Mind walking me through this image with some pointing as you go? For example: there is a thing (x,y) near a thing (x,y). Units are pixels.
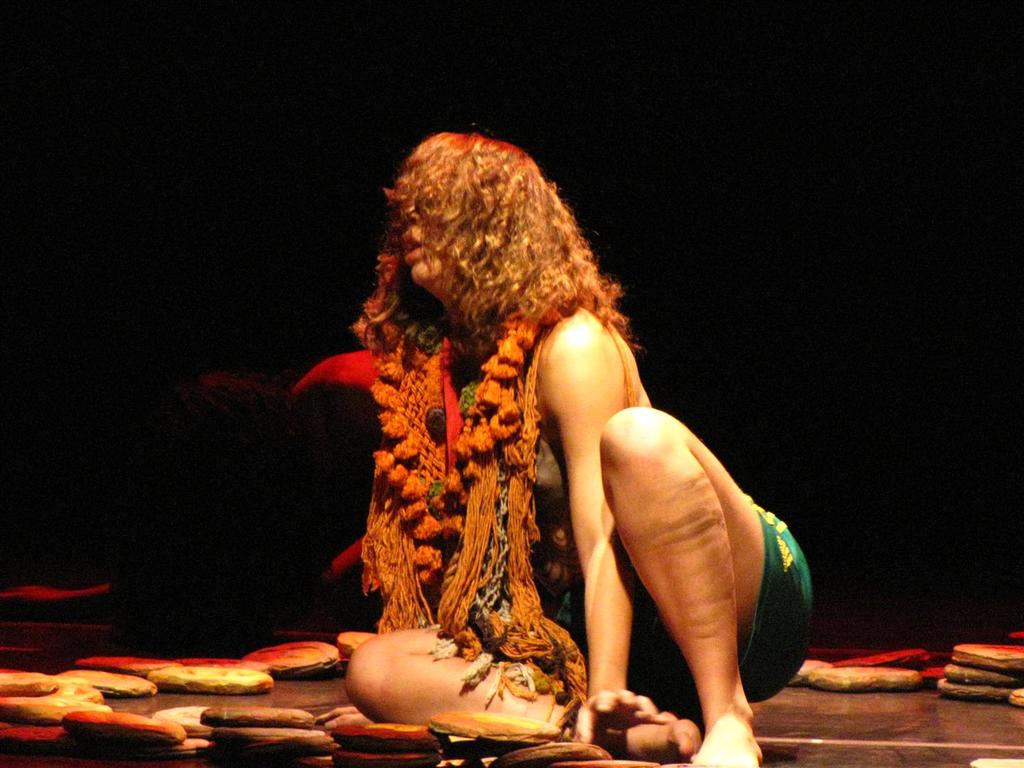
In this picture there is a woman (639,528) who is sitting on the floor (890,733). Beside her we can see many breads (60,693). In the back (754,333) we can see the darkness (851,230).
